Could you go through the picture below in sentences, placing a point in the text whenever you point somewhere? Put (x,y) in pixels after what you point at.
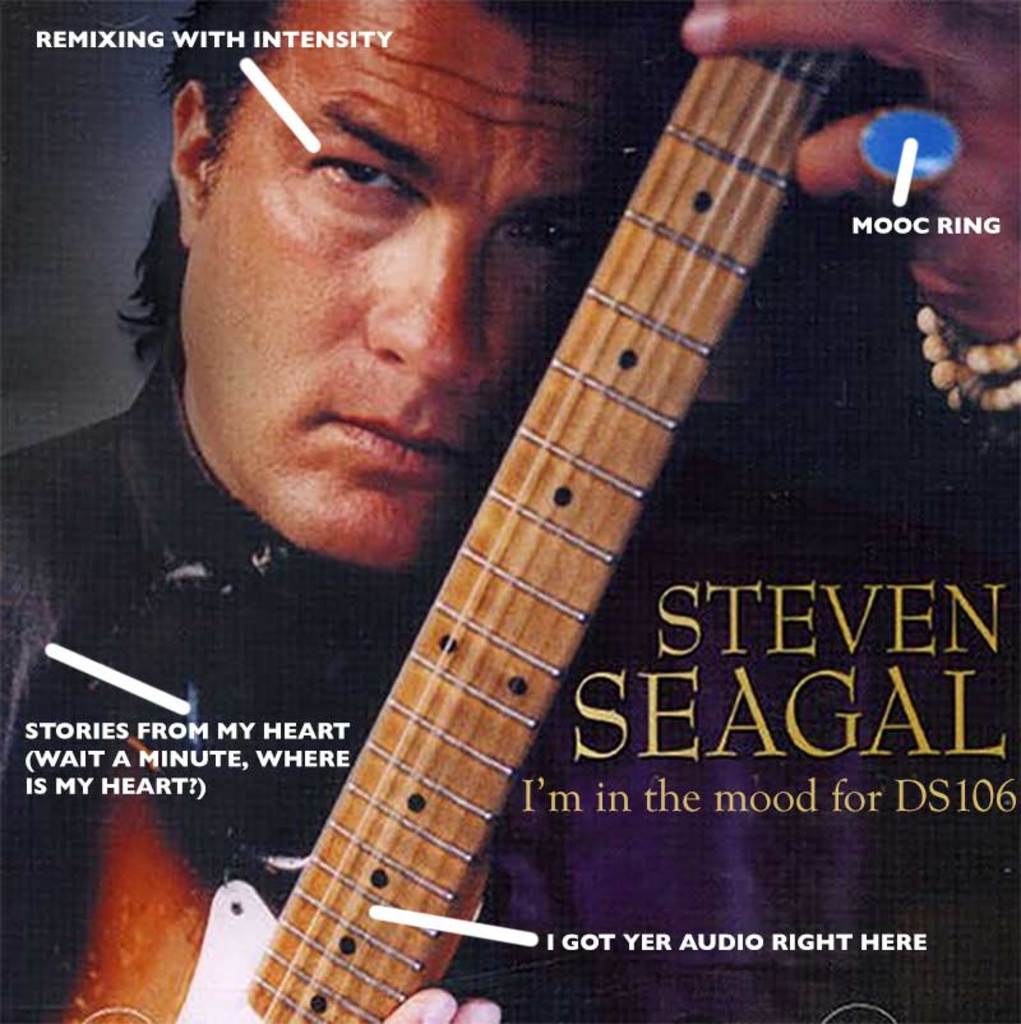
In this picture we can see a poster (331,834) of a man (278,492) and he is holding a music instrument (411,784). On the poster (334,874), there are words (129,729) and numbers (1002,794).
